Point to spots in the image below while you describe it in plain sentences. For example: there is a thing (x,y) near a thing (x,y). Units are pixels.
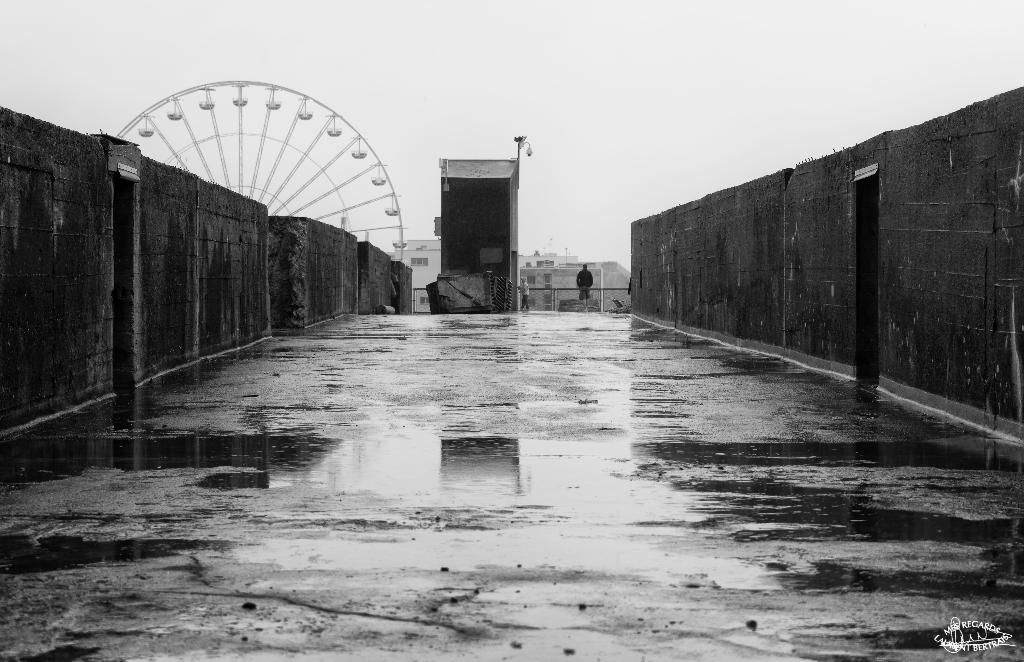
An outdoor picture. This is giant wheel (238,97). Far there are many buildings (546,276). The man (590,275) is standing here.
